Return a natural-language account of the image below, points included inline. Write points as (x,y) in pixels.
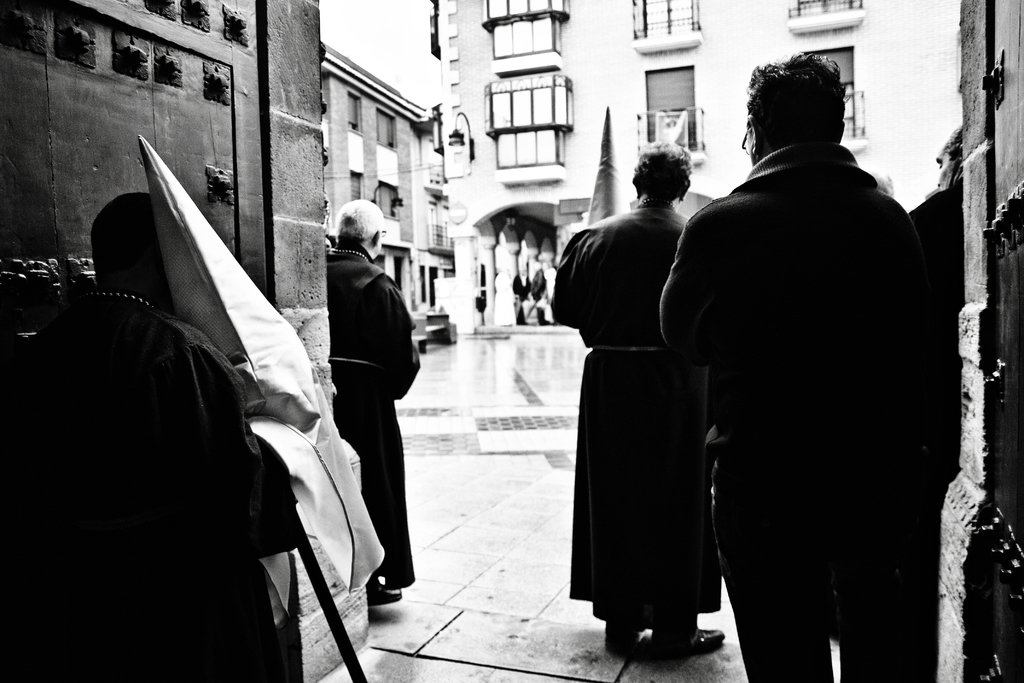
This is a black and white image. On the left side of the image (155,353) we can see man (210,401) holding a hood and a person (412,366) standing on the ground (421,561). On the right side of the image (758,636) there are persons (729,533) standing on the ground (597,682). In the background (581,165) there is a building (542,95), floor (447,349) and a sky (372,42).
